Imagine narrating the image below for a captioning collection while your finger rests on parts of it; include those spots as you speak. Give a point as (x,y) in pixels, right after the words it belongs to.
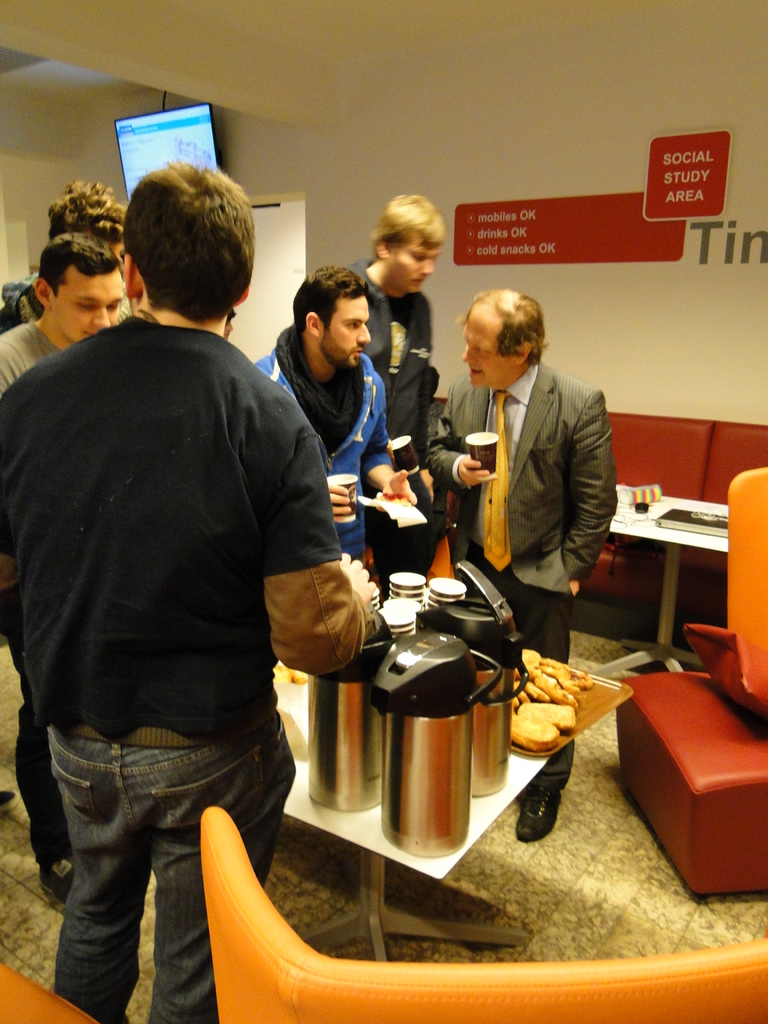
In this image, we can see few people (522,497) are standing. Few are holding some objects (416,515). Here we can see table (541,757). few things (458,733) and eatable items (539,743) are placed on it. At the bottom (546,988), we can see an orange color object (508,992). Background (606,302) we can see a wall (624,361), screen television (127,164), couch (724,469), floor (606,820).
